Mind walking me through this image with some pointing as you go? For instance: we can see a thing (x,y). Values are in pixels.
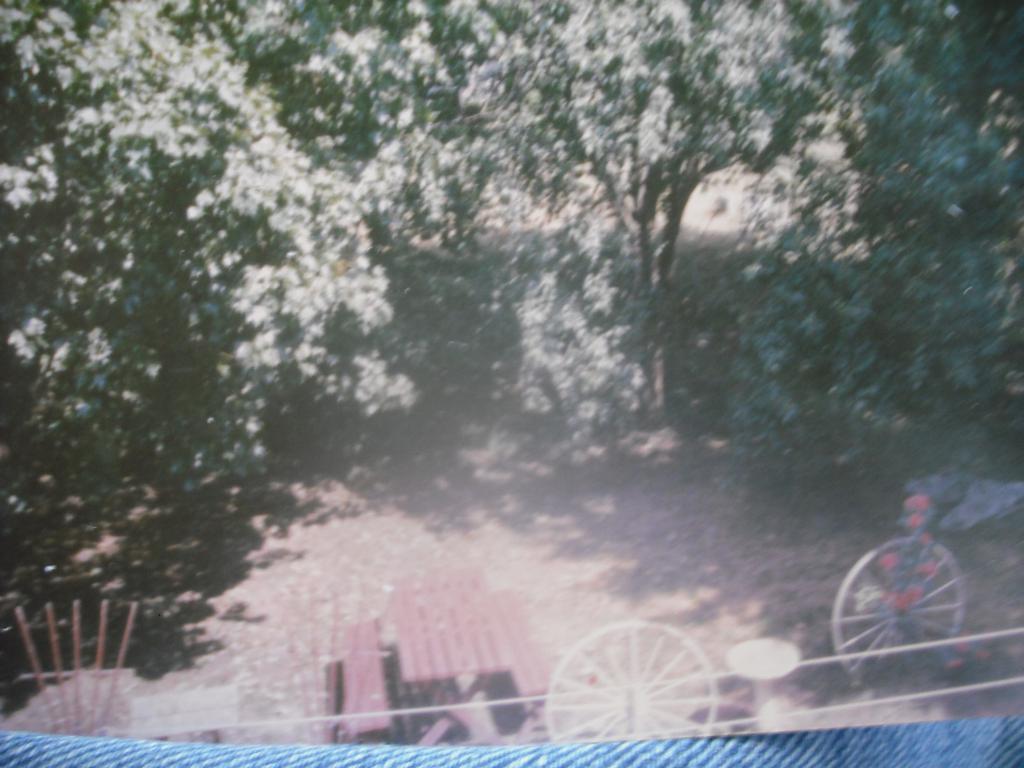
In the image we can see trees (87,356), wooden benches (358,685) and table (437,650), and two wheels (665,680).
